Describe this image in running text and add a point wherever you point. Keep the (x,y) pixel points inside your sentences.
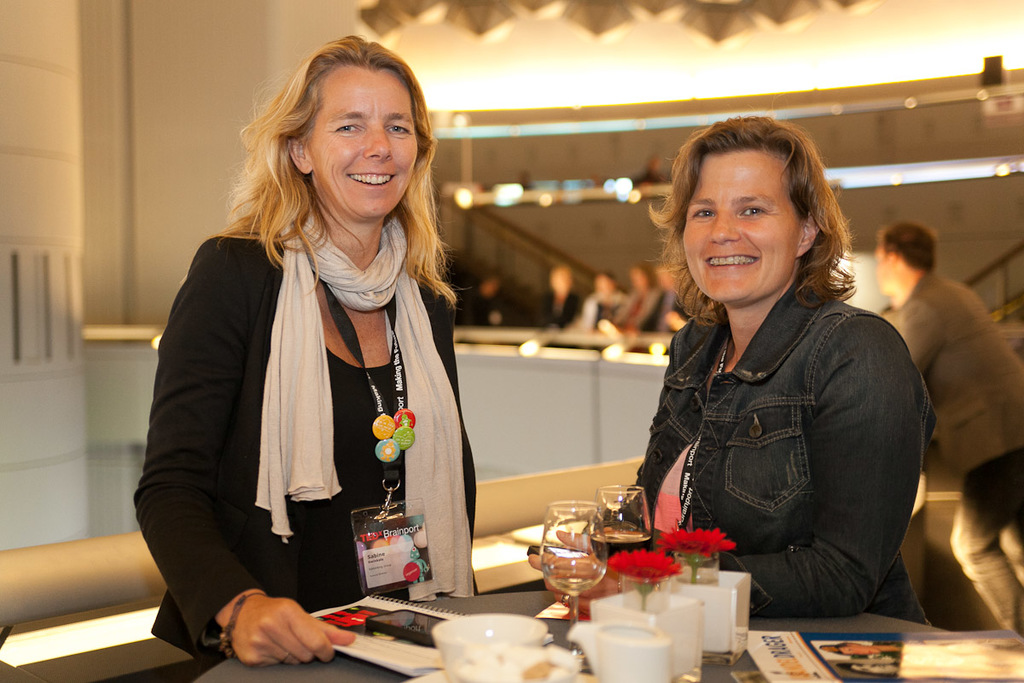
In the image we can see two women (793,398) standing, wearing clothes (335,413), identity card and they are smiling. In front of them there is a table (403,674), on the table (632,621), we can see wine glass (588,552), book (370,645), device (416,634), cups (452,658) and a flower (640,585) in the glass (658,584). The background (13,392) is blurred.
